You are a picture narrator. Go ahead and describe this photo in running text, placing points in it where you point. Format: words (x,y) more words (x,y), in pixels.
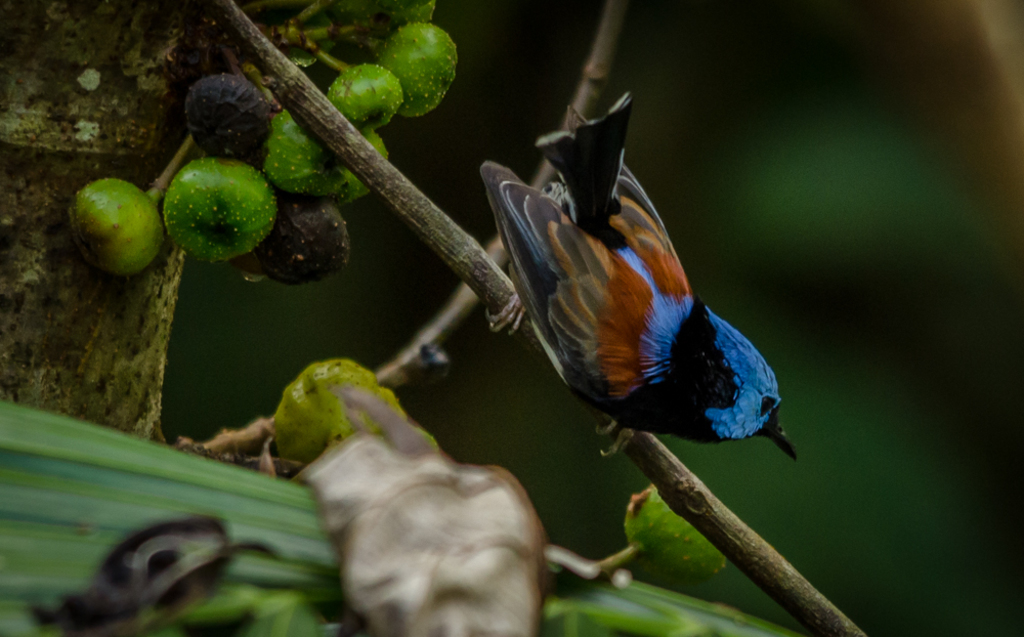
In this image we can see a bird (518,208) on the branch (310,92) of a tree (92,329) and some fruits (260,194).
